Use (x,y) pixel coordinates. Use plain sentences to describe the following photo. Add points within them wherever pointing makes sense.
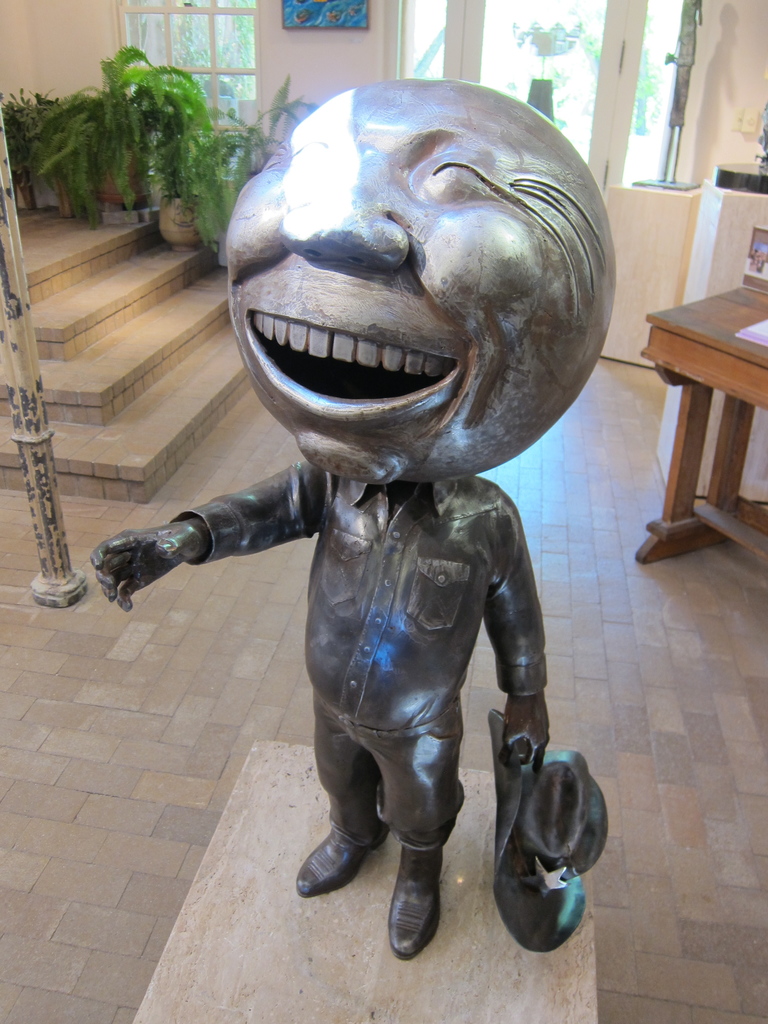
There is a statue (380,660) of a person (383,785) who is holding a hat (527,822) in his hand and his head (384,345) is in round shape.
